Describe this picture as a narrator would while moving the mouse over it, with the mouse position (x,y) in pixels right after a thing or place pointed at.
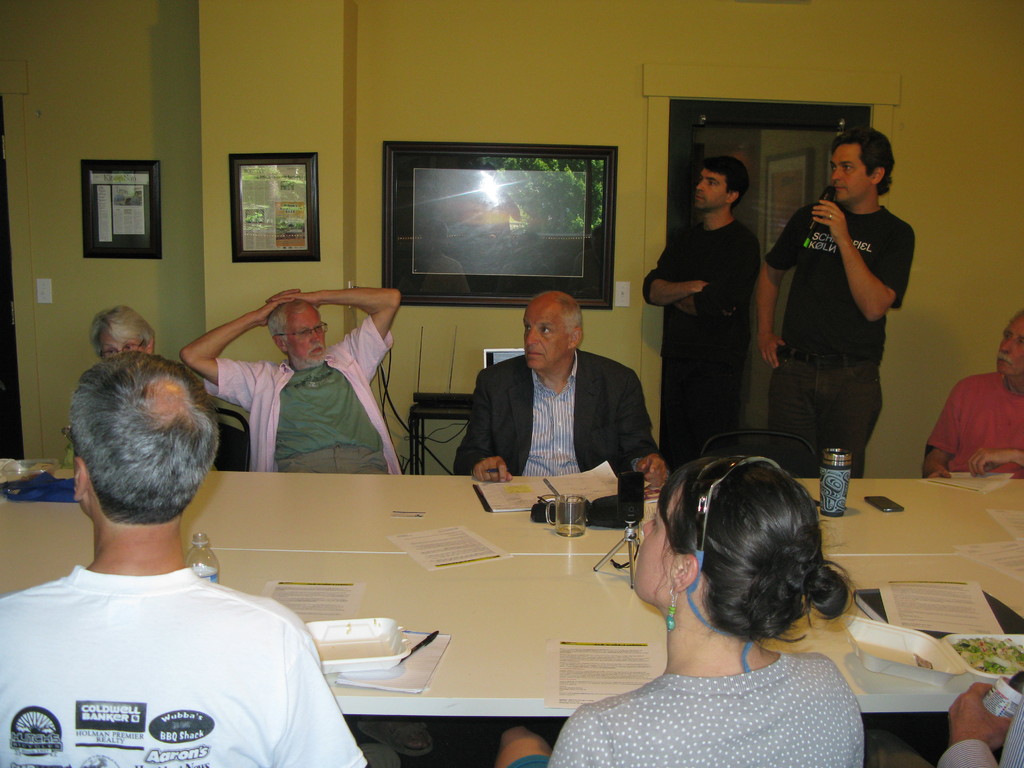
This is a picture of conference room (437,762). Here we can see few persons (502,370) sitting on the chairs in front of a table (565,558). On the table (550,546) we can see glass (581,498), bottle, mobile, Papers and a plate (974,656) of food (959,653). On the background (720,49) we can see a yellow colour wall (636,64), photo frames (300,174) and television (434,211). Here we can see two men (854,295) standing and this men (840,305) is holding a mike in his hand (831,214) and talking something. This is a door (781,124).
